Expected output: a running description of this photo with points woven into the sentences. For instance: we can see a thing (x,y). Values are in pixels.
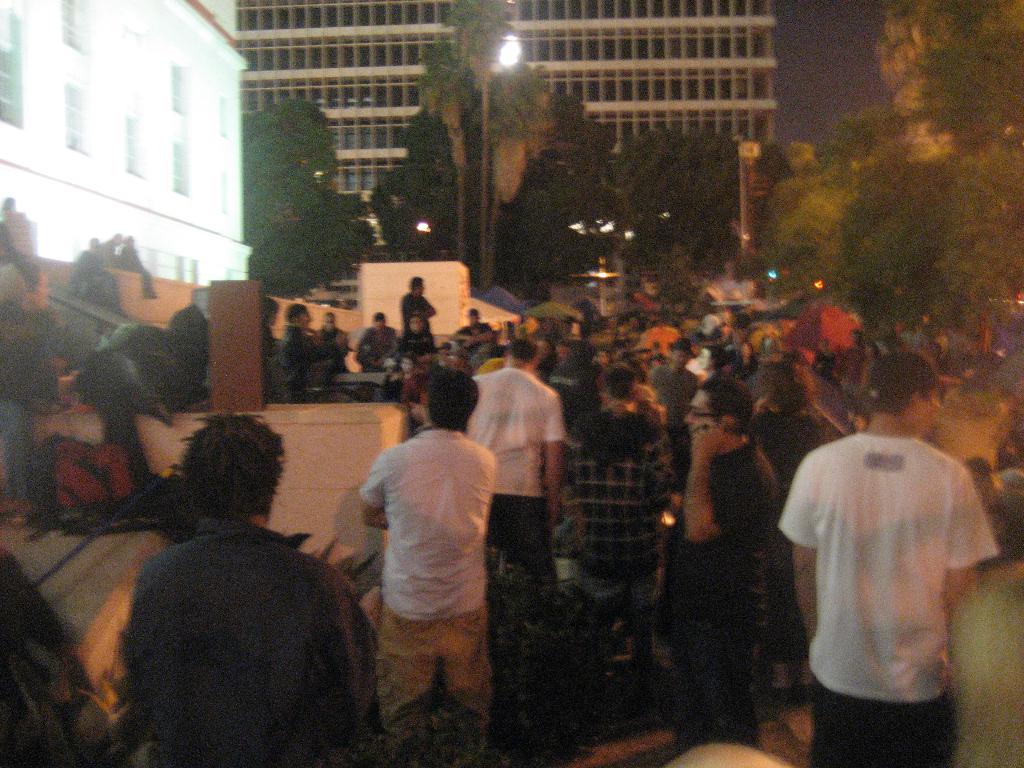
In this image, we can see many people (771,356) and in the background (541,200), there are trees (703,200), buildings (531,30) and lights (500,56). On the left (305,450), we can see a stage (279,488).
